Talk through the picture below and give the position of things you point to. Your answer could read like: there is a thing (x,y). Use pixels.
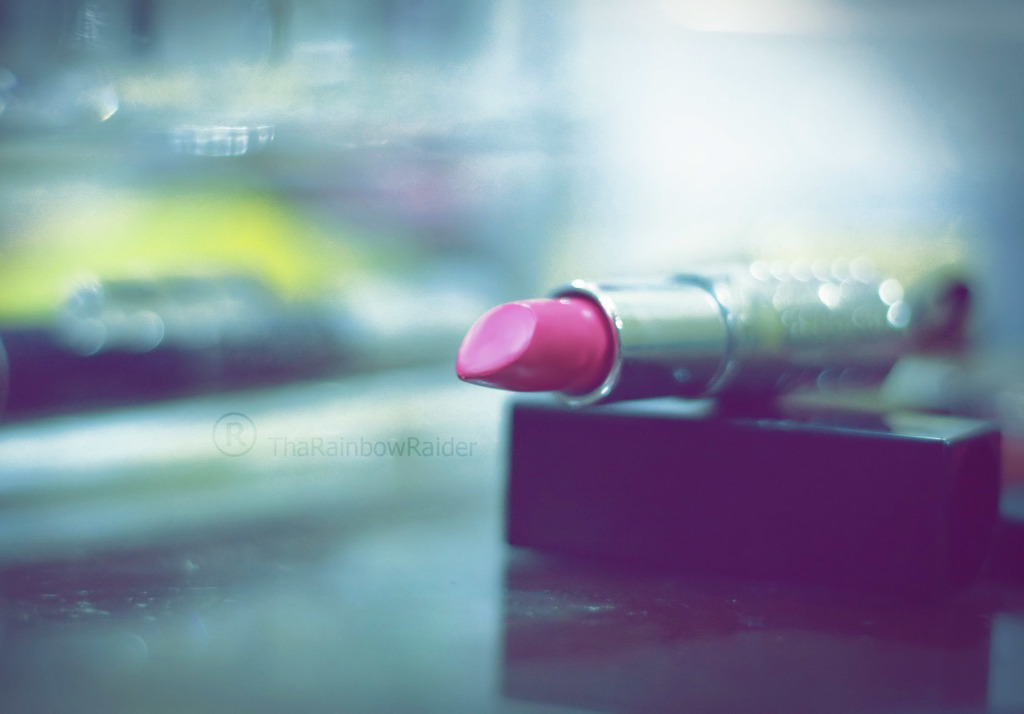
In this image I can see the lipstick (723,366) which is in pink and silver color. It is on the black color surface (686,455). And I can see the blurred background (173,311).
